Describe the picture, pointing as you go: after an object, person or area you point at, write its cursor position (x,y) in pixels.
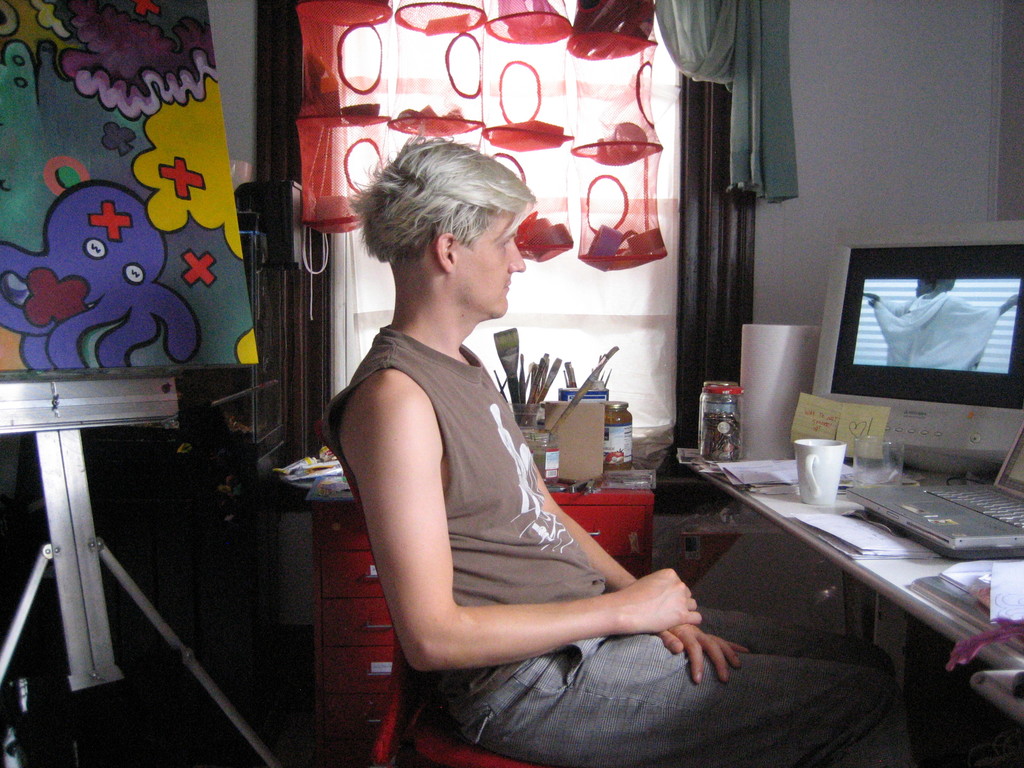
In this picture, we see a man (536,486) is sitting on the chair (444,708). In front of him, we see a table (894,572) on which laptop (885,488), books (958,600), papers (911,547), monitor (948,443), cup (834,484), glass (881,445), jars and some other objects (784,440) are placed. Beside him, we see a red drawer (601,515) on which glass bottles (619,414) and some other things (564,448) are placed. On the left side (72,168), we see a stand (68,382) and a board (72,244) in different colors. In the background (345,84), we see net bags (513,139) in red color. Behind that, we see a window (617,290) and a curtain (739,145) in green color. In the right top (901,66), we see a wall (950,155) in white color.
